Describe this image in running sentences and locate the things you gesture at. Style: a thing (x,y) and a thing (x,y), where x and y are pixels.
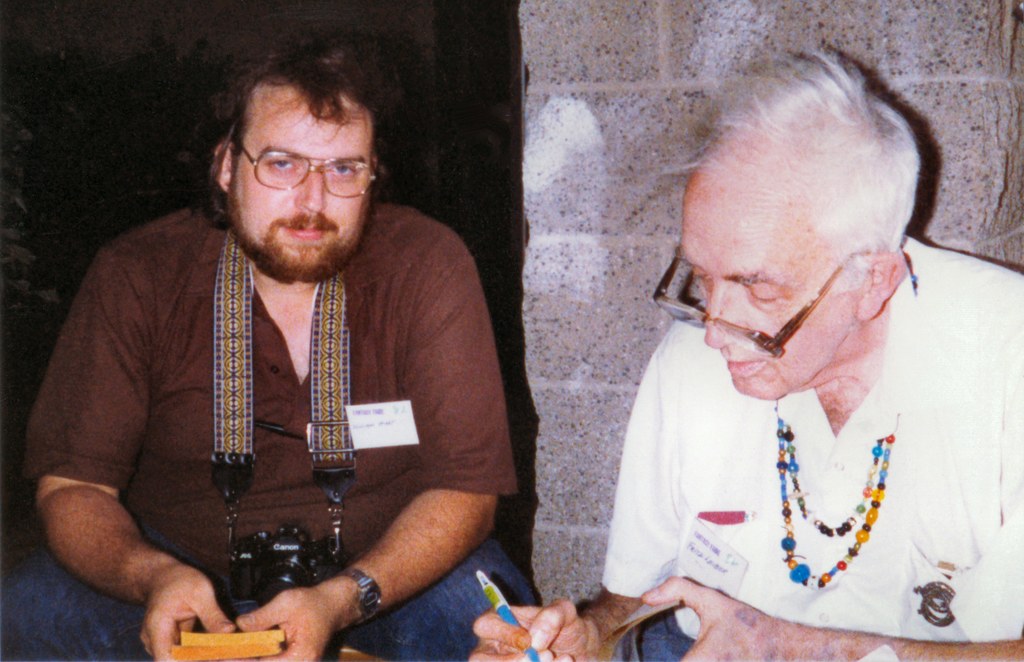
In this picture there is a man (281,210) who is wearing shirt (358,331), trouser (440,624), spectacle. He is holding the books (230,653) and wearing a camera (286,537). On the right (970,564) there is an old man (786,286) who is wearing a spectacle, shirt (921,522) and holding the pen (530,653). Both of them are sitting near to the wall (566,493).
